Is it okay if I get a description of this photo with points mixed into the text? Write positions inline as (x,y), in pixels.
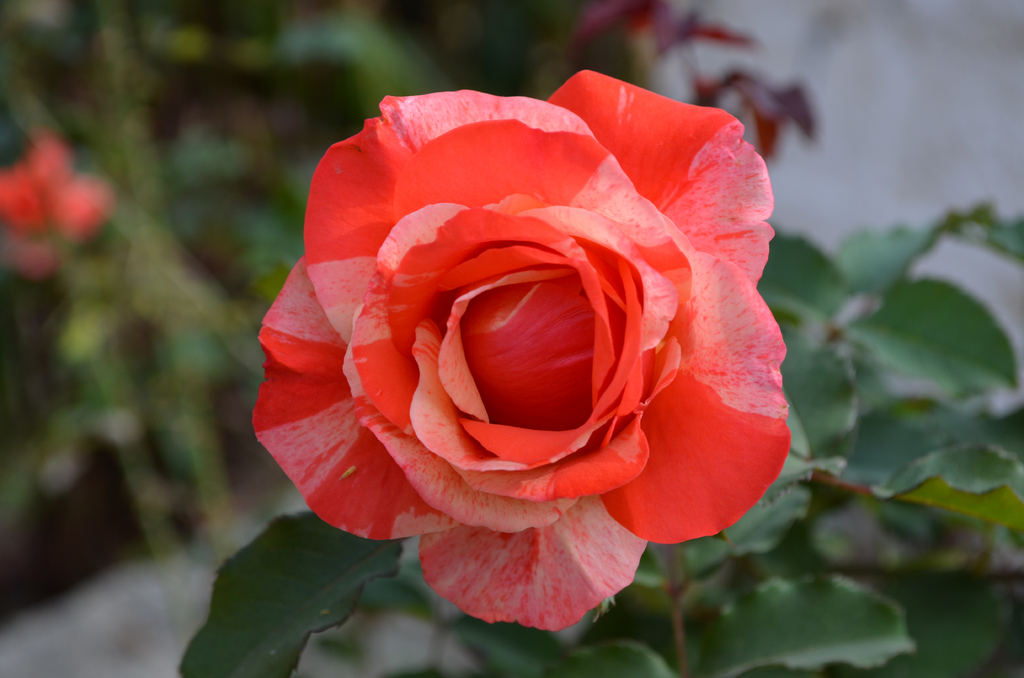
In this image in the foreground (392,332) there is one rose flower (677,276), and in the background (875,229) there are some plants (939,367) and the background (203,298) is blurred.
